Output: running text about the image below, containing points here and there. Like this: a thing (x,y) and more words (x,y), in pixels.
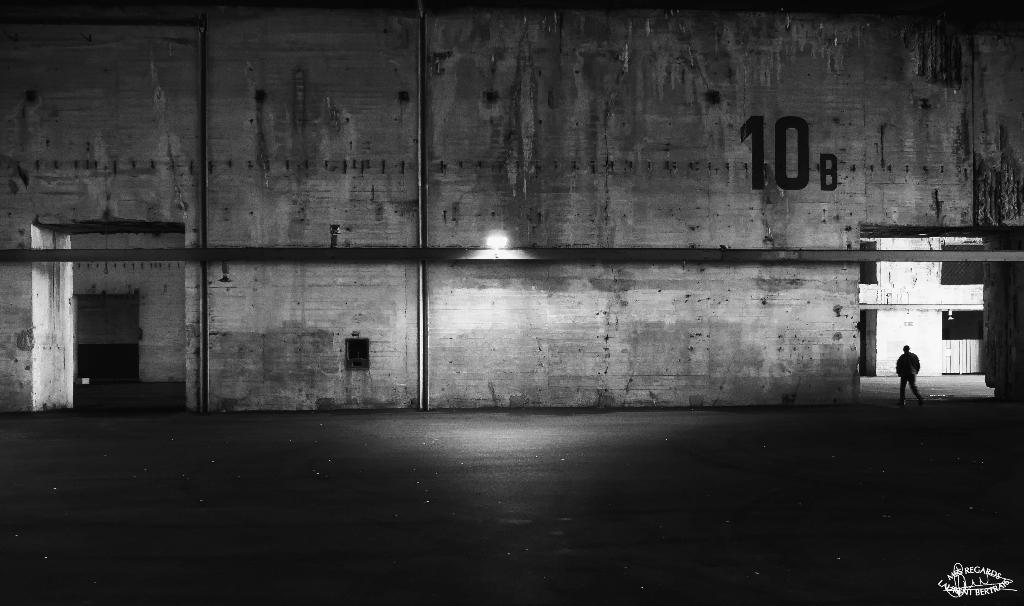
In this image we can see a person (905,380) standing on the floor (865,393), street light (496,236) and a building (517,241) in the background (419,182).
